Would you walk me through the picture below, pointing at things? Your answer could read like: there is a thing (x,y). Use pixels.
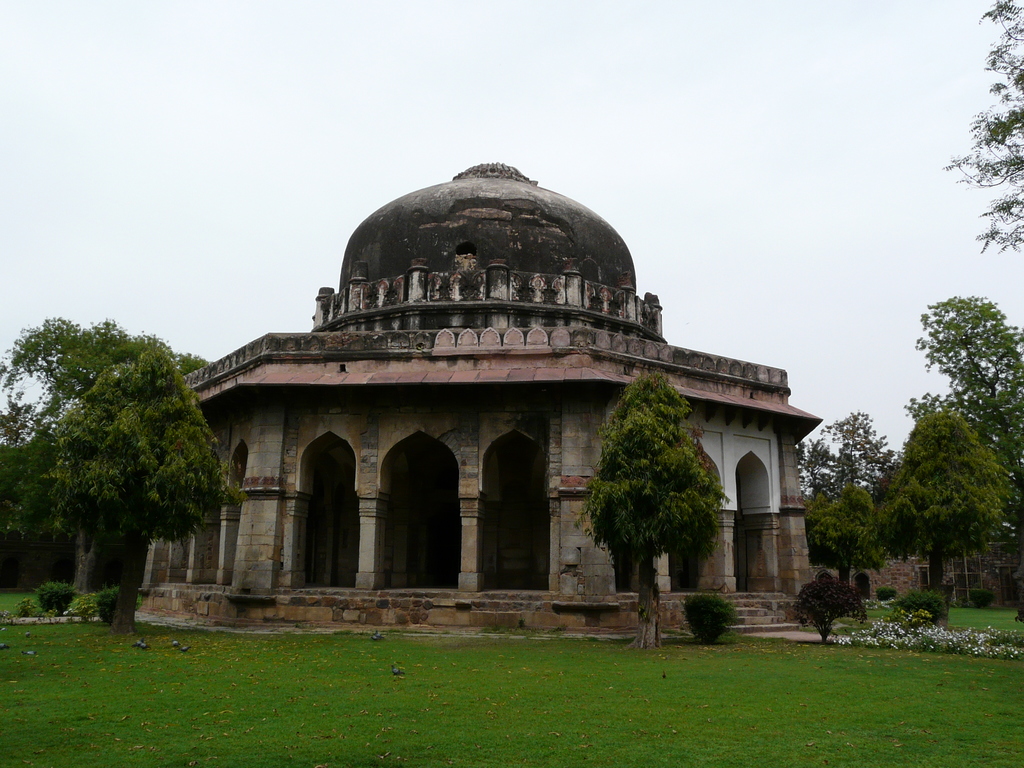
In this image I can see a building (407,318), trees (994,393), stairs (740,616) and green grass (536,655). The sky (229,34) is in white color.
